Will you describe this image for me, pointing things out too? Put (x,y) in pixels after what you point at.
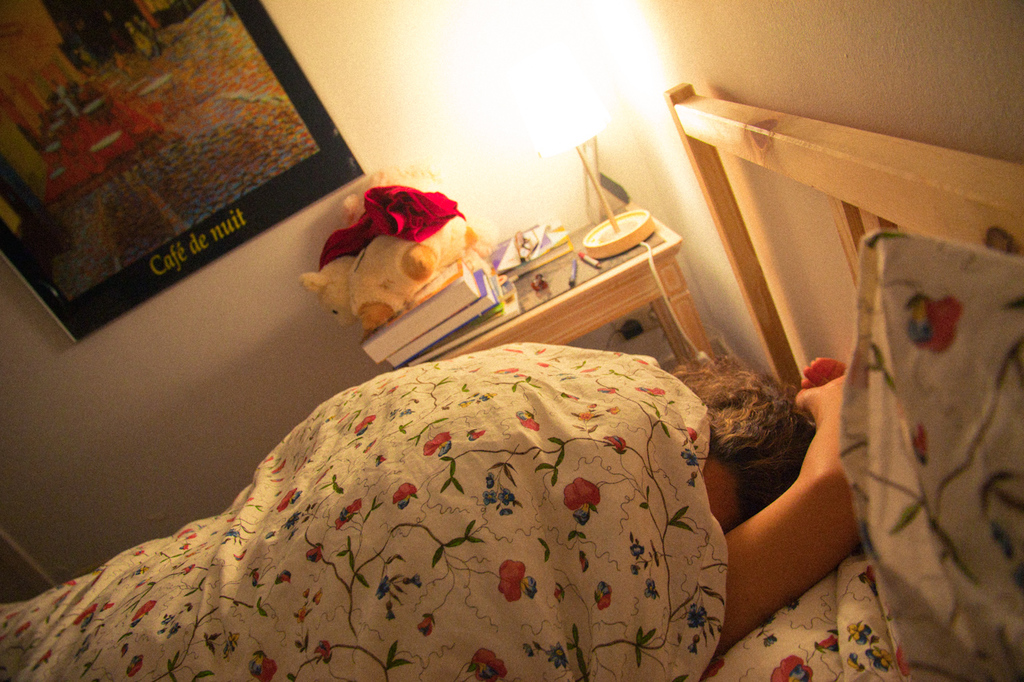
It is a bedroom (585,365) a person (585,551) is sleeping on the bed (560,467), beside the bed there is a table (560,282), on the table (591,273) there is a marker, a bed lamp (600,239), some books (432,323) and clothes (426,226), in the background (375,132) there is a wall (374,48) and a poster (133,298) on the wall (43,402).
